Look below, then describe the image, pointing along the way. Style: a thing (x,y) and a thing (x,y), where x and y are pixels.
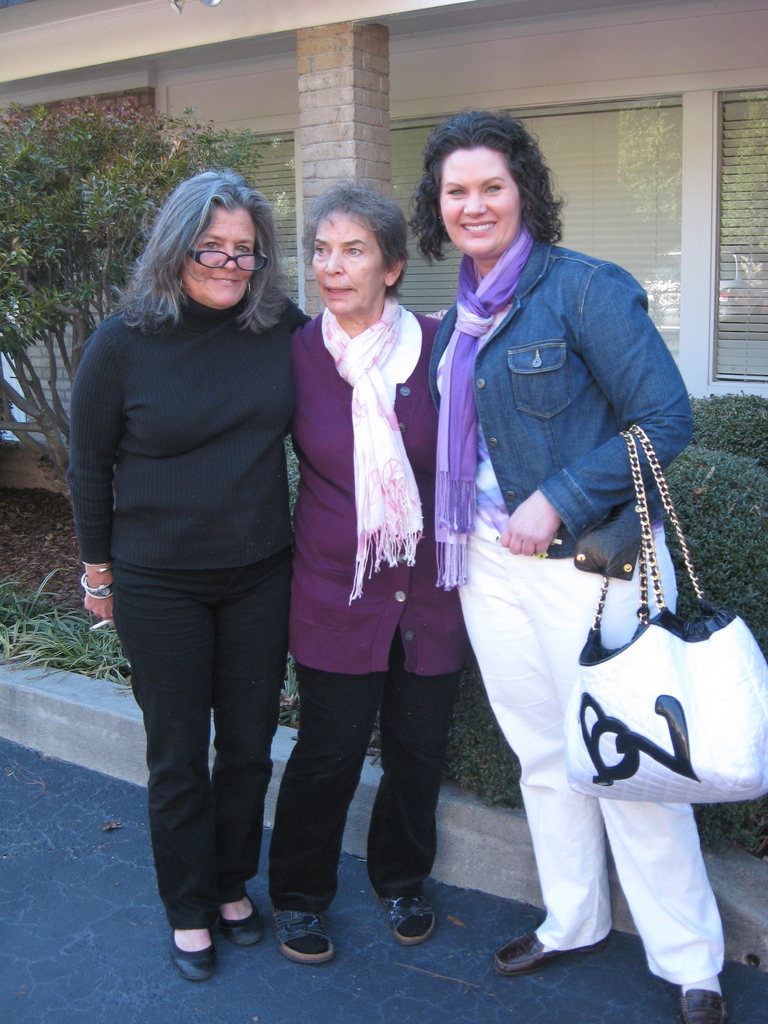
There are three women (260,316) in different color dresses (582,333), smiling and standing on the road (130,889). In the background (700,546), there are plants (704,472) and grass (100,667) on the ground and there is a building (725,251) which is having glass windows (569,205) and a pillar (363,28).
